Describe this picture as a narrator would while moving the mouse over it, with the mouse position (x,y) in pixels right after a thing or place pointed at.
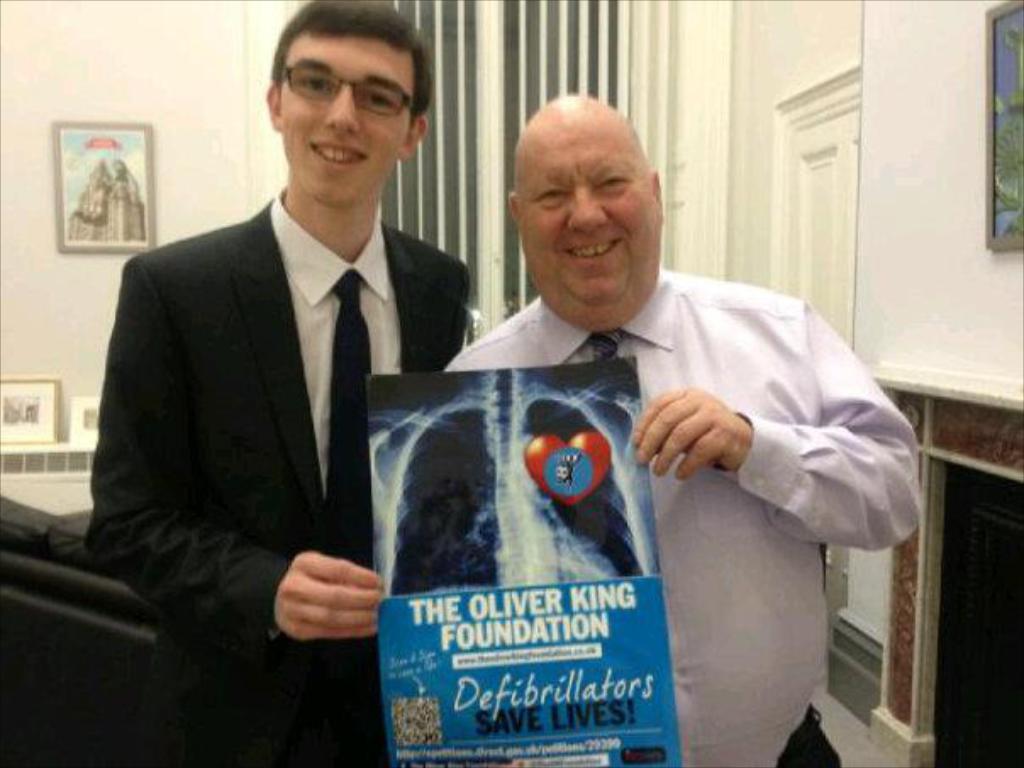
In the image we can see there are men (375,296) standing and they are holding an x-ray sheet (525,503) in their hand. Behind there is a photo frame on the wall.
